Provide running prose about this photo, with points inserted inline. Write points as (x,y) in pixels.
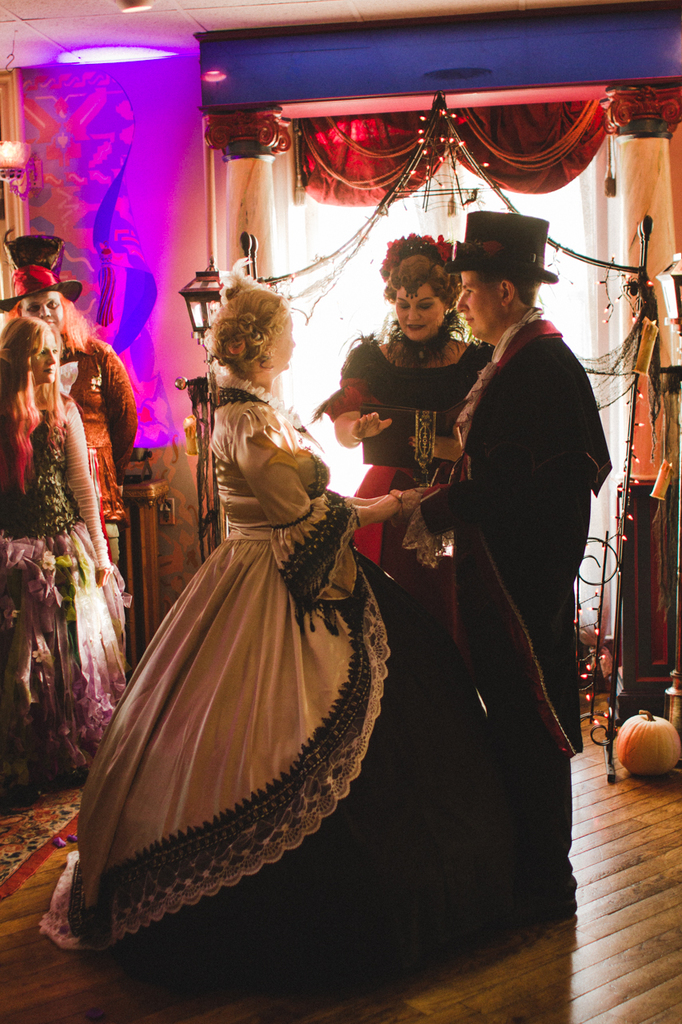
This image is taken indoors. At the bottom of the image (70,963) there is a floor (582,977). In the background (166,197) there is a wall (188,509) with a door (478,205) and there are a few curtains (388,152). There are two pillars (258,201). At the top of the image (178,15) there is a ceiling (251,26). On the left side of the image (62,441) two persons (83,437) are standing on the mat (24,823) and there is a table (153,490). There is a light (213,292). In the middle of the image (319,545) two women (431,313) and a man (492,261) are standing on the floor (510,988). On the right side of the image (642,715) there are a few rope lights (602,654) and there is a pumpkin (642,746) on the floor (649,859).
